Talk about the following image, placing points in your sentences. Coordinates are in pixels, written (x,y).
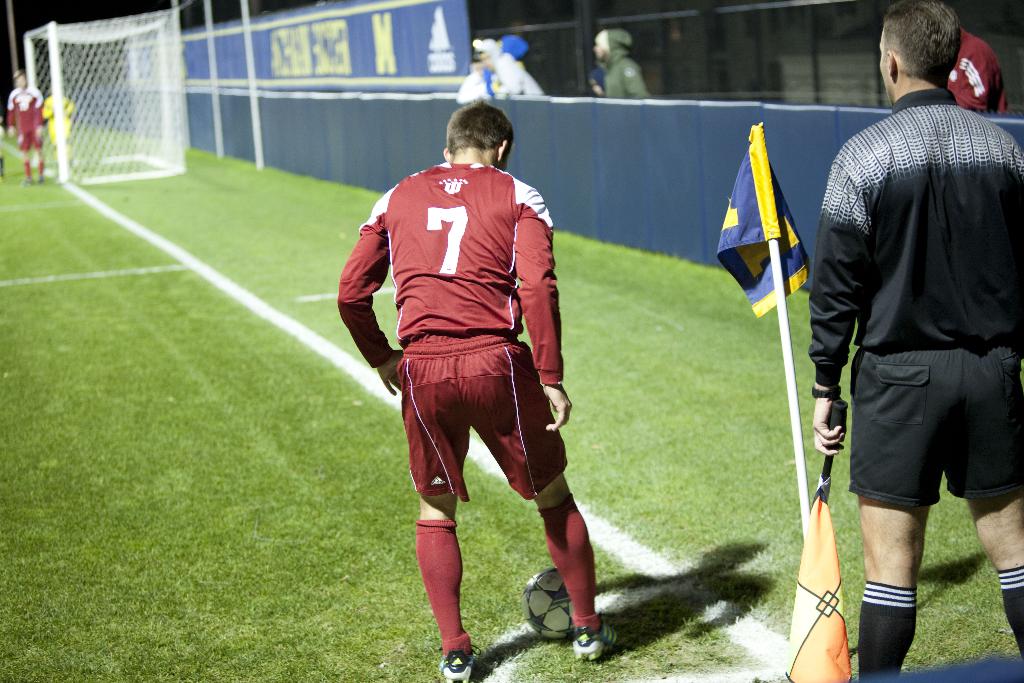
These persons (26,122) are standing. We can see net (95,41), grass (155,436), flag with stand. This person (852,489) holding flag (799,606). This is ball (543,591).
